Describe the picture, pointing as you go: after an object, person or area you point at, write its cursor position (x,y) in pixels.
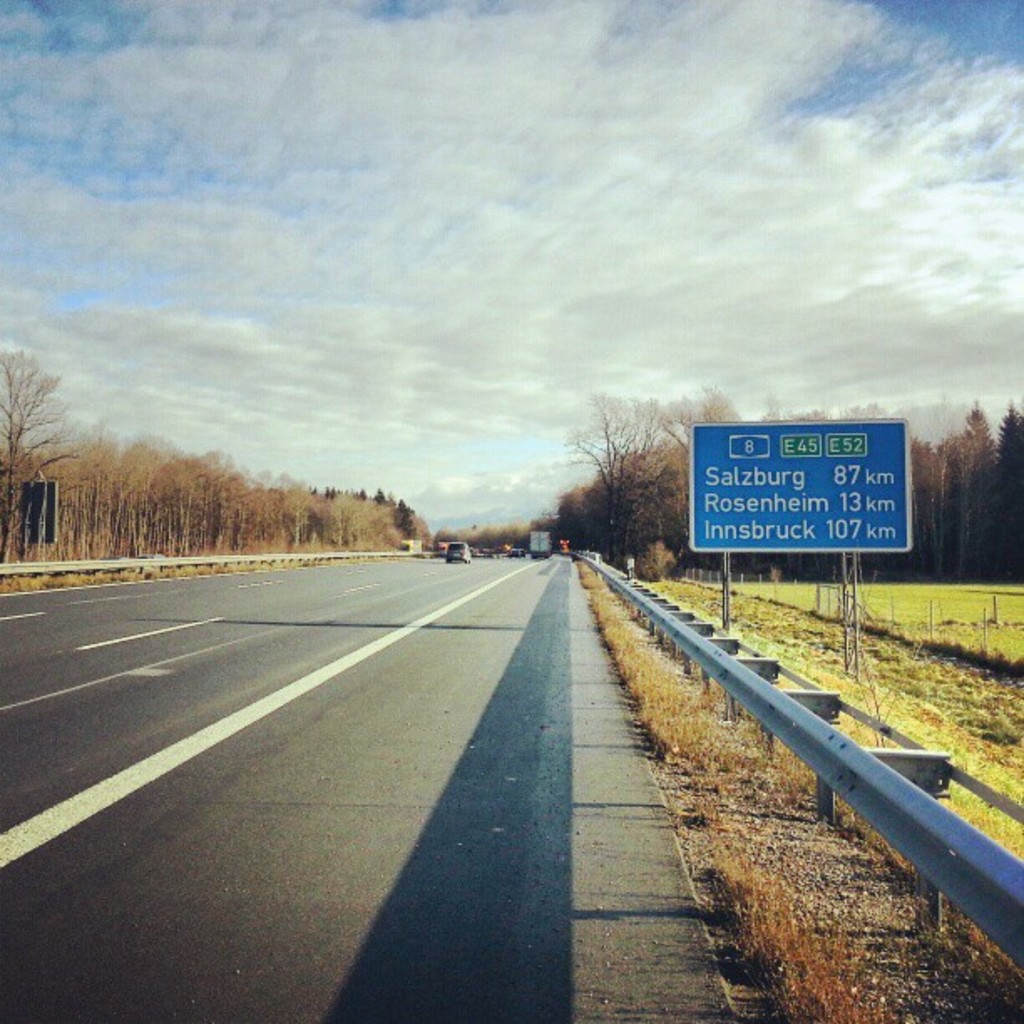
In this image I can see a blue color board (719,474) and something is written on it. I can see trees (642,480), iron fencing (895,814), vehicles (518,552) on the road (496,596). The sky (410,224) is in white and blue color.
